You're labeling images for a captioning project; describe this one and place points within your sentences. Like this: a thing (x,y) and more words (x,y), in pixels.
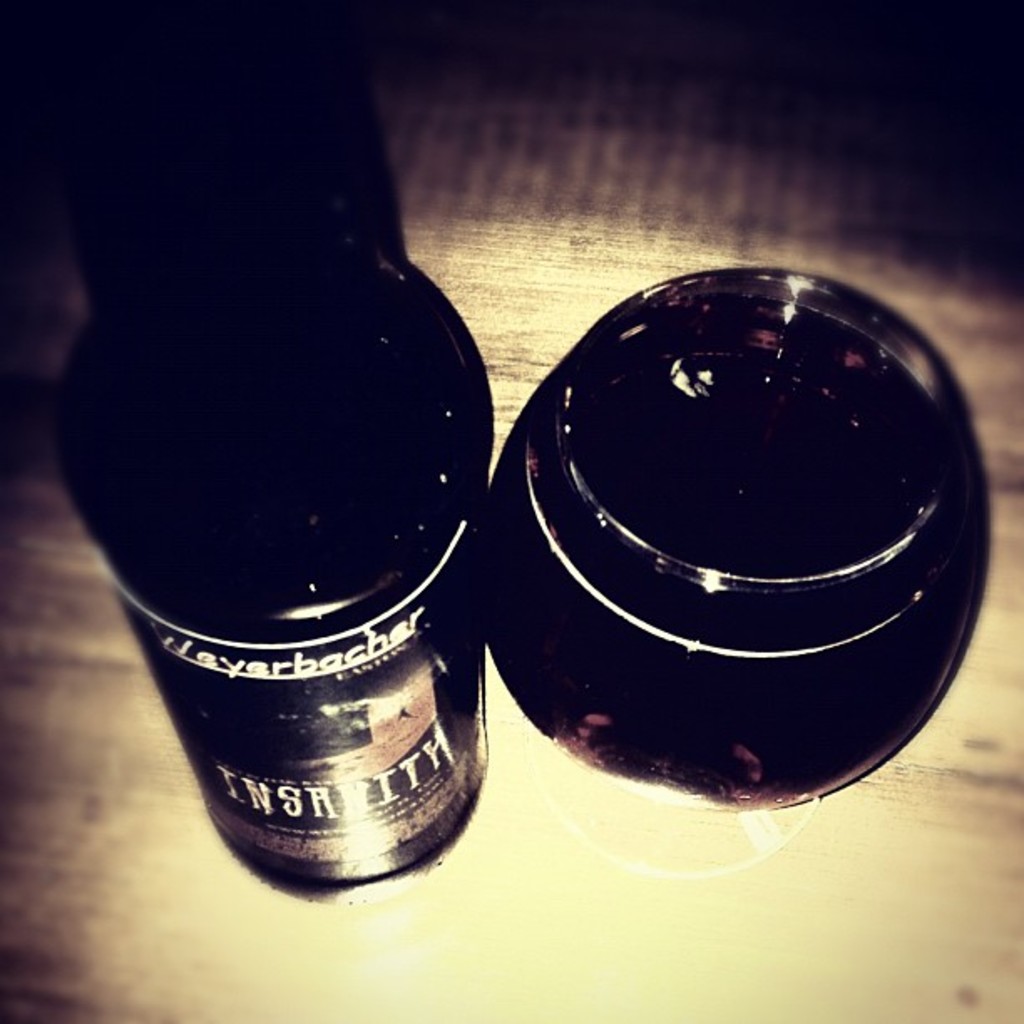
In the center of the image (532,442), we can see a bottle (447,396) and a glass (692,590) which are placed on the table (637,209).
